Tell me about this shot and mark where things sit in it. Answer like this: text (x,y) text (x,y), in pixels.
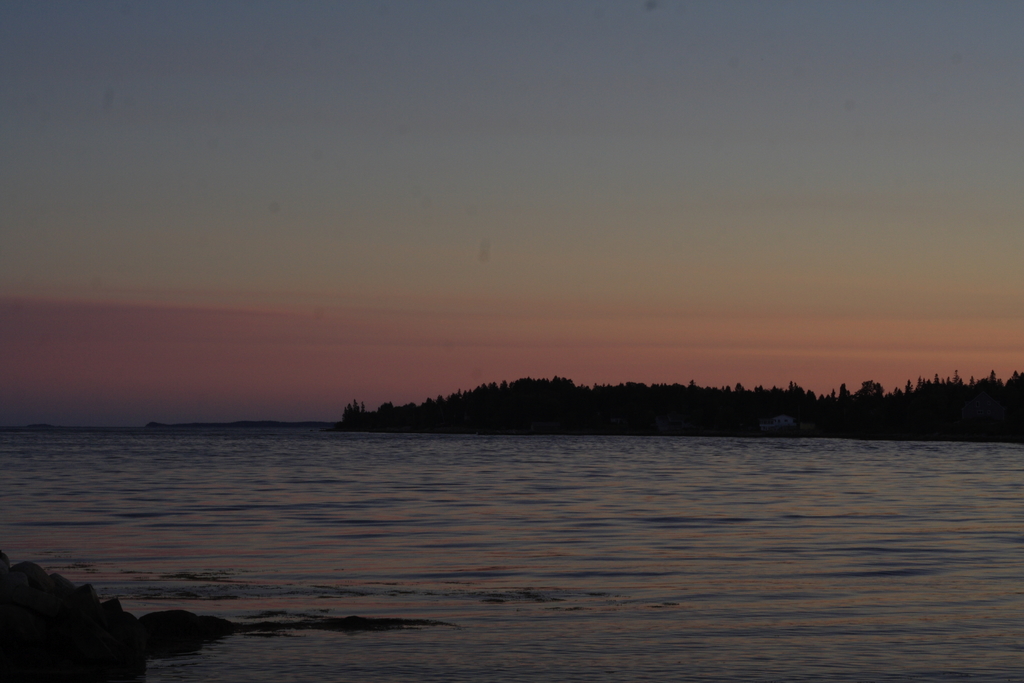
This picture is clicked outside the city and we can see a water body (517,479), trees (900,425), sky (434,186) and some other objects (12,589).
